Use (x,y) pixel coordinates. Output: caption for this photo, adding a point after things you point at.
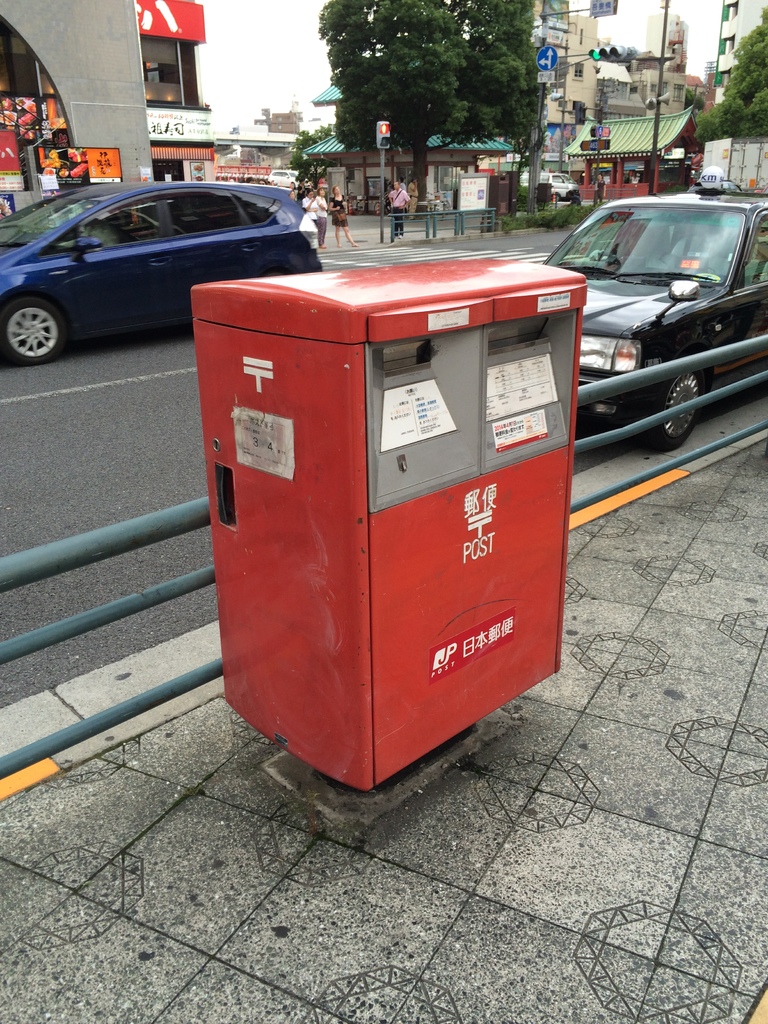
In this picture we can see red color post box (353,478), beside that there is fencing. Here we can see two car (588,319) on the road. In the background (404,178) we can see group of person (322,244) standing near to the sign boards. On the right (534,112) we can see trees (419,197), hut (617,176), traffic signals (620,58) and electric pole (664,3). Here we can see buildings (65,93). On the top (256,15) there is a sky (246,13).
